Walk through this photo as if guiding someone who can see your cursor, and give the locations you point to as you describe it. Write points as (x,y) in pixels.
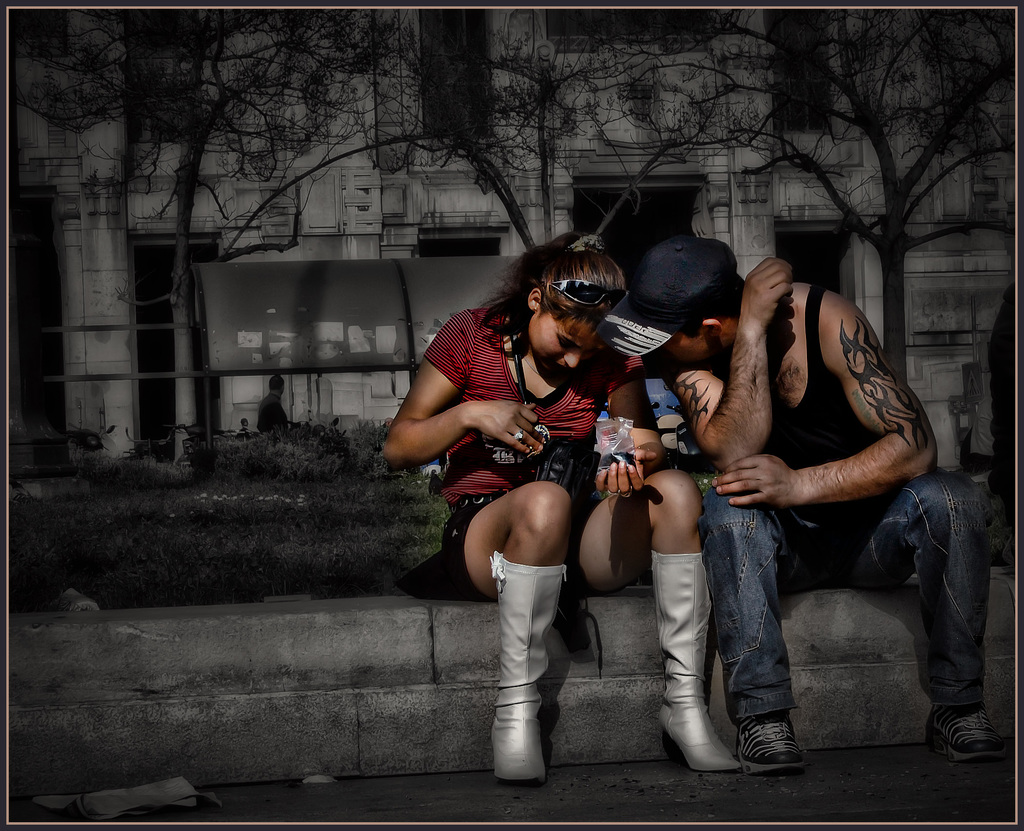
In this picture I can see there is a man (750,304) and a woman (539,645) sitting and there are few plants (318,505), a man (282,411), buildings (297,413) and trees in the backdrop (298,181) and the woman (559,431) is holding some object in her hand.
